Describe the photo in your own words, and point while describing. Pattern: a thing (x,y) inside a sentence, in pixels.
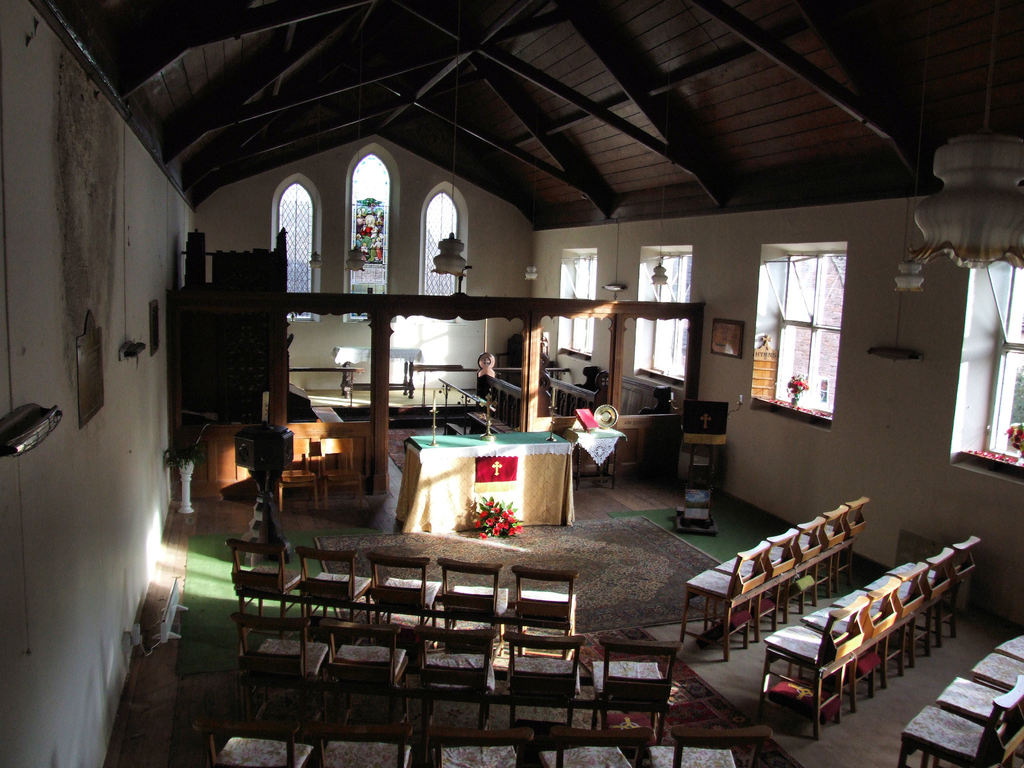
At the bottom of the picture (489,677), we see the empty chairs (567,613). In the middle of the picture (554,490), we see a table (481,482) and a flower vase (514,516). Beside that, we see a table (584,441) on which a book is placed. Beside that, we see the wooden railing (556,404). On the left side (202,351), we see a white wall (121,440) and a cupboard (268,338). On the right side (862,360), we see a white wall (902,420) and windows (675,344). In the background (434,332), we see a table (396,360), wall (464,345) and windows (378,211). This picture might be clicked inside the church (597,576).
